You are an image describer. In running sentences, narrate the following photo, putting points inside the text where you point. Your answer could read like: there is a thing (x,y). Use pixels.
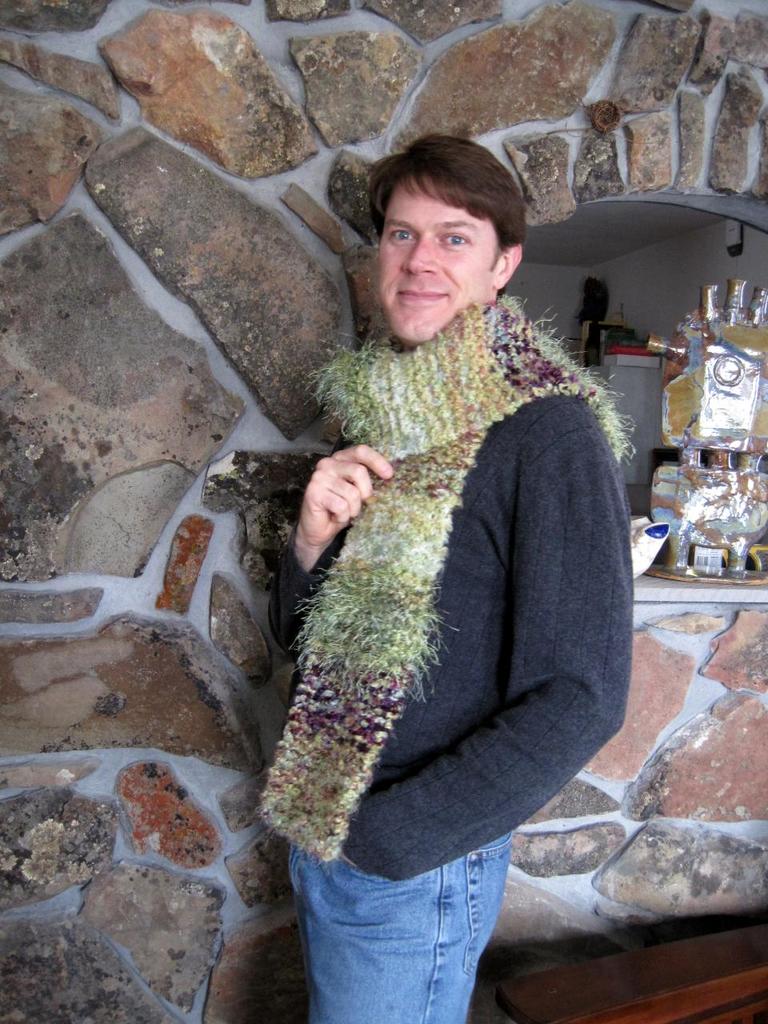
In this picture we can observe a man (373,597) standing on the floor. We can observe a wooden bench (613,973) on the right side (658,965). This man (465,724) is wearing a sweater (511,683) and he is smiling. In the background (0,221) we can observe a wall (391,106) and a shelf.
